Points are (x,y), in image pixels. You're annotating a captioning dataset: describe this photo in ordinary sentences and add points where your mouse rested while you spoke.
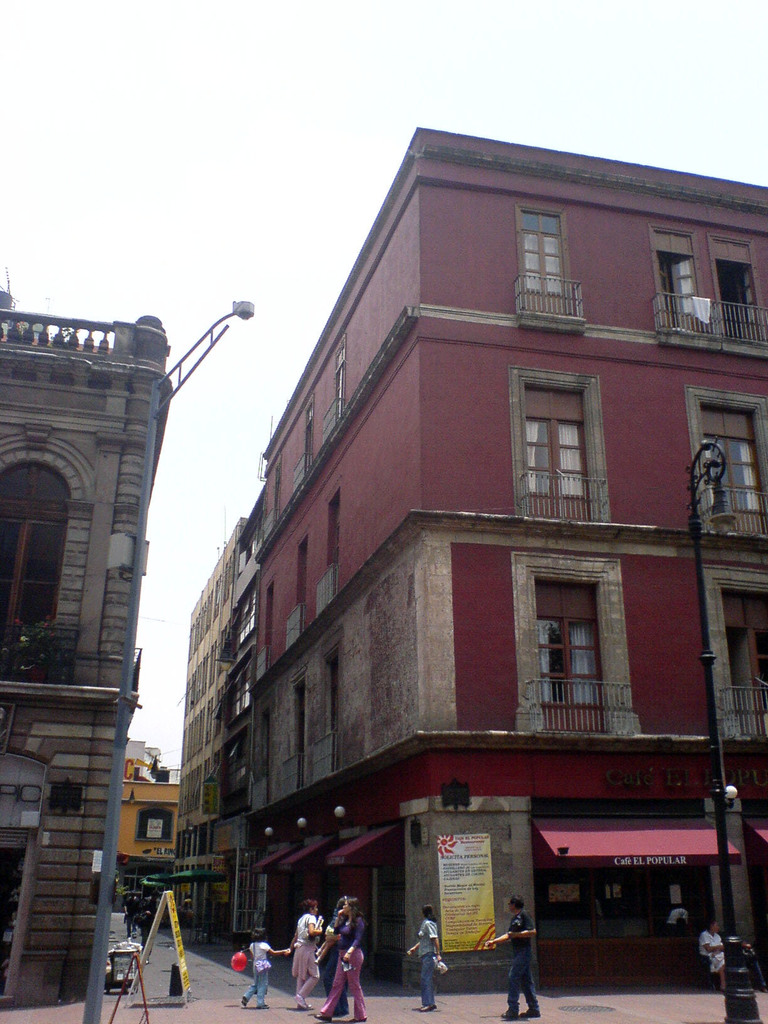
This is a picture taken outside a city (494,855) on the streets (11,1016). In the foreground of the picture (340,937) there are people (295,937) walking down the road (174,958) and there are street lights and boards (175,928). On the right (564,509) there are buildings (342,672). On the left (63,455) there is a building (60,752). In the center of the background (156,840) there are building (171,782). Sky (240,96) is clear and it is sunny.
